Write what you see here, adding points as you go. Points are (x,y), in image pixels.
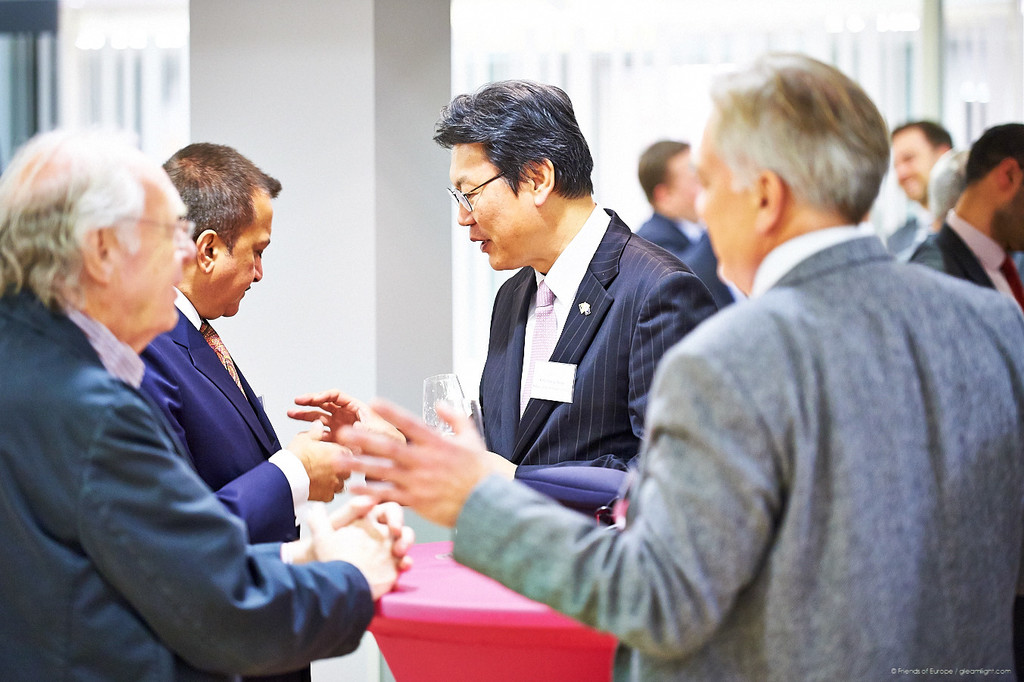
In this image there are persons (505,391) with suits (662,414) and there is a person (589,324) holding glass (443,388). In the background (384,137) there is a pillar (352,92), a table (452,598) covered with a cloth (482,644).
